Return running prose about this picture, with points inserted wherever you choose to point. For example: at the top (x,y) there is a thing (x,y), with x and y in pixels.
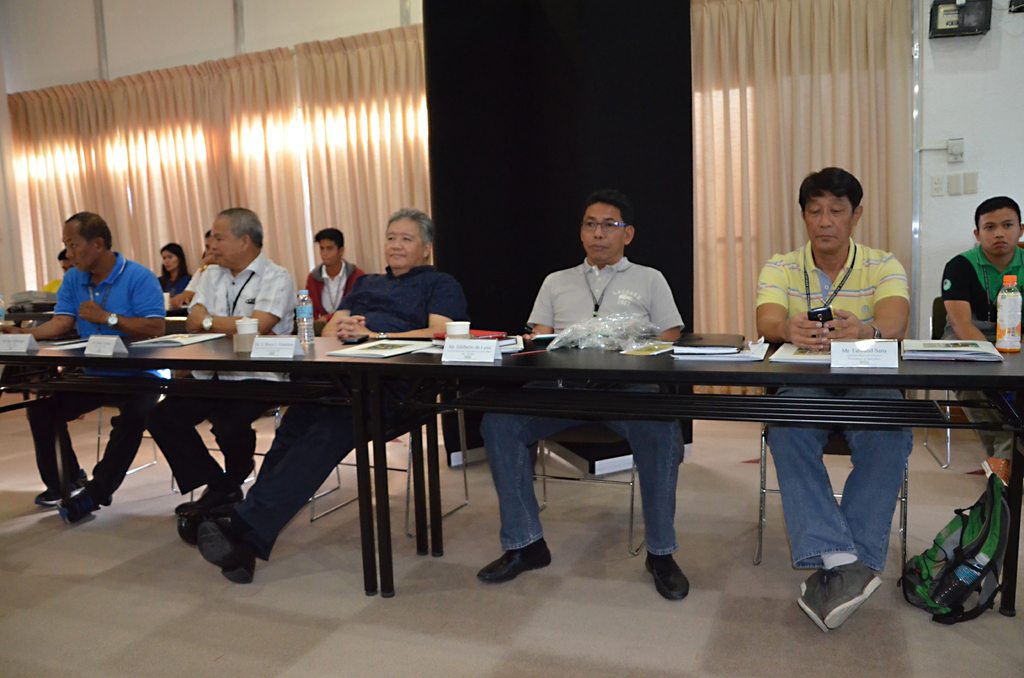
This is a picture taken in a room (251,254), there are a group of people (789,274) sitting on a chair (933,300) in front of these people (548,299) there is a table (427,371) on the table (452,365) there are name board (480,359), book (709,344), files (948,352) and bottle (307,321). Background of these people (287,316) is a wall (424,115) with curtains (392,103).
